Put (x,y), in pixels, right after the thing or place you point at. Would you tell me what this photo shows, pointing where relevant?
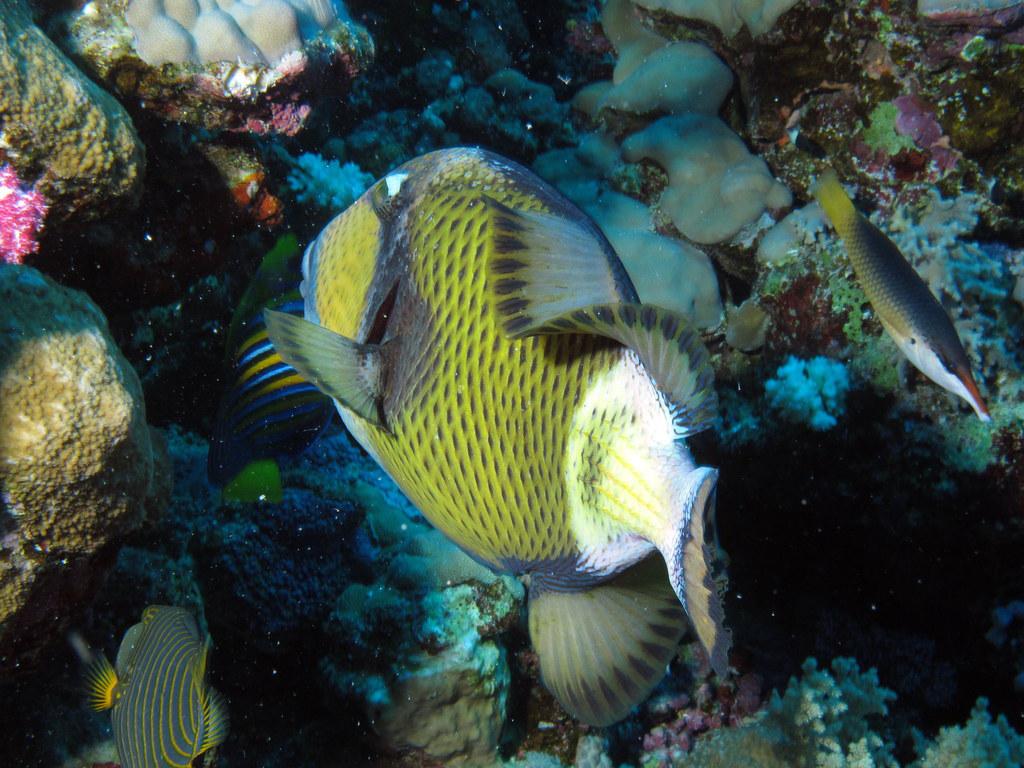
This is a water body (90,224) and here we can see fish (422,424) and there are rocks (87,374) and there is moss (446,615).
